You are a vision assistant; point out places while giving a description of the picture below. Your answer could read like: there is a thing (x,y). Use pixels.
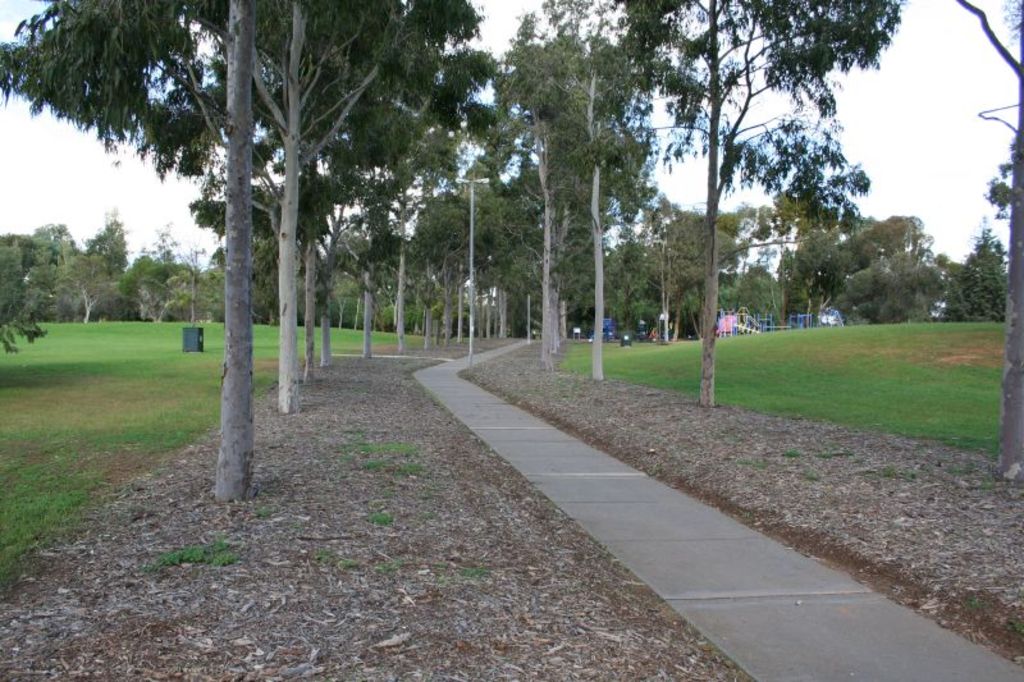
In the center of the image (481,360) there is a road (762,616) and the either sides of the road (528,445) there are trees (382,287) and grass (922,400). In the background of the image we can see there is a sky (784,250).
